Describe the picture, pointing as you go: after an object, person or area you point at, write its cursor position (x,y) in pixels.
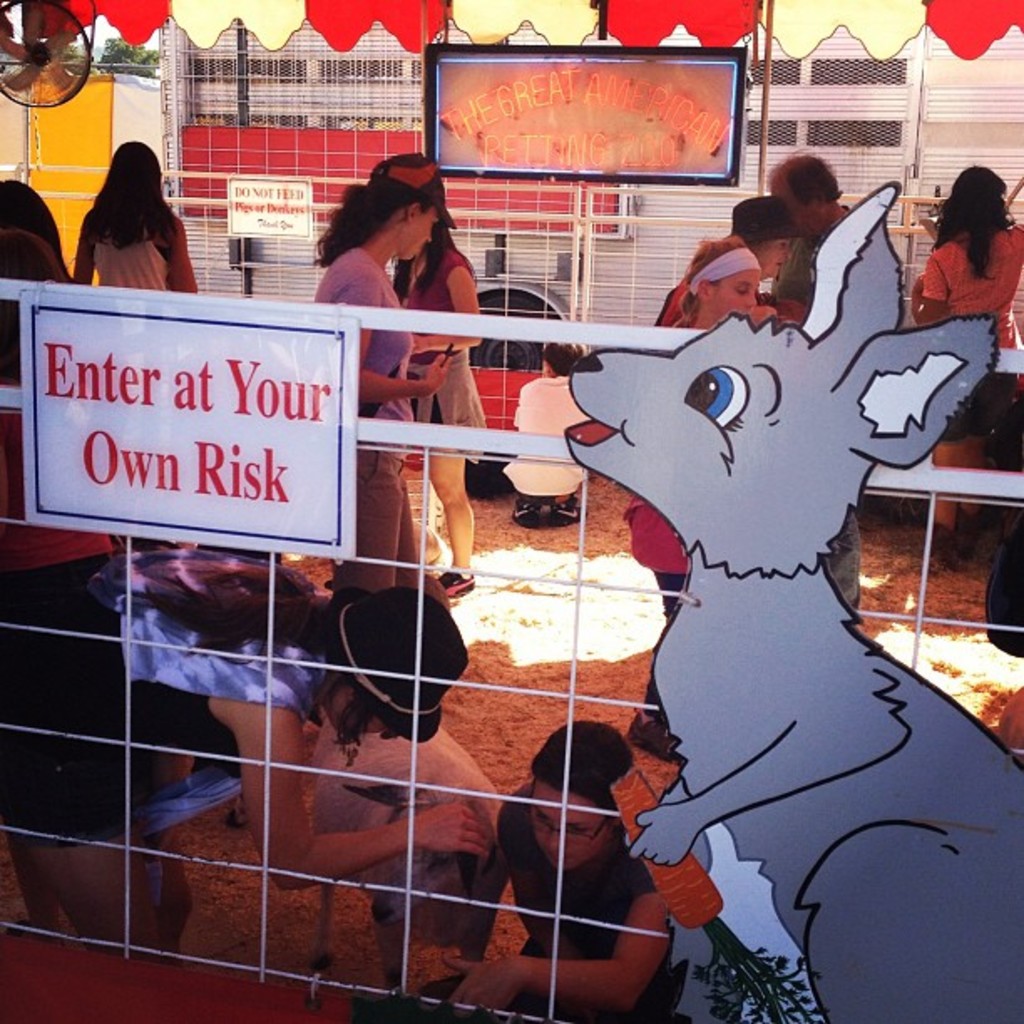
In this picture we can see a fence (1,299) with a board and behind the fence (411,812) there are groups of people (397,494) and an animal (398,802). Behind the people (395,381) there is a board (589,111) and a wall (525,183).
